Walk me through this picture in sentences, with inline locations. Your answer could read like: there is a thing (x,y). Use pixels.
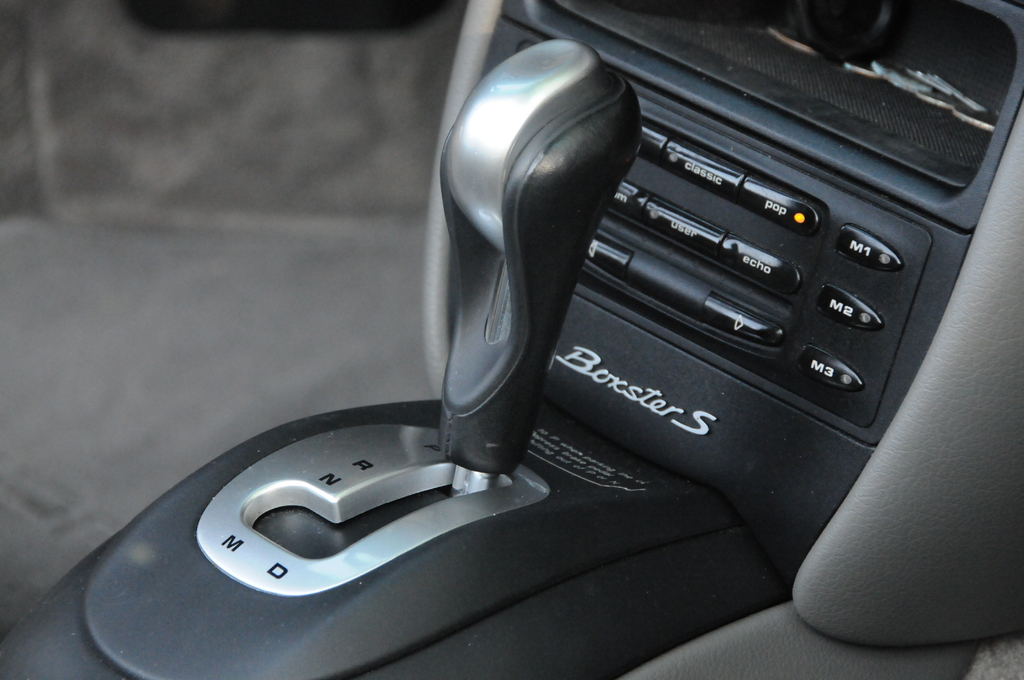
In this picture I can see a gear rod (485,372) in the middle (454,300), on the right side (694,232) it looks like a dashboard (641,238) of a vehicle (419,543).
